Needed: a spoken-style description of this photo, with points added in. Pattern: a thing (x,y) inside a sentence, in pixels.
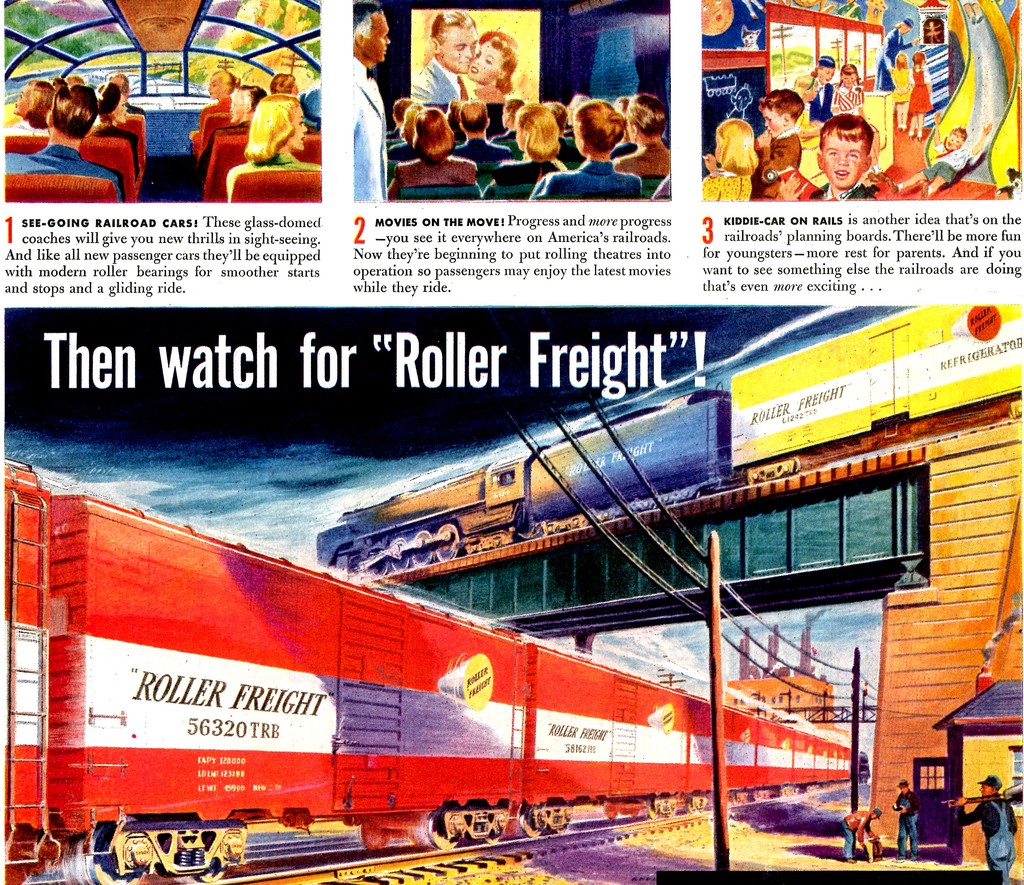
In this image we can see a paper (251,257). On the paper (378,267) there are the pictures (631,478) of bridge (725,504), locomotives (635,431), electric poles (725,799), electric cables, sheds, motor vehicles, display screens (524,93) and people (541,173) sitting on the chairs (226,159) and standing on the floor (187,169).
